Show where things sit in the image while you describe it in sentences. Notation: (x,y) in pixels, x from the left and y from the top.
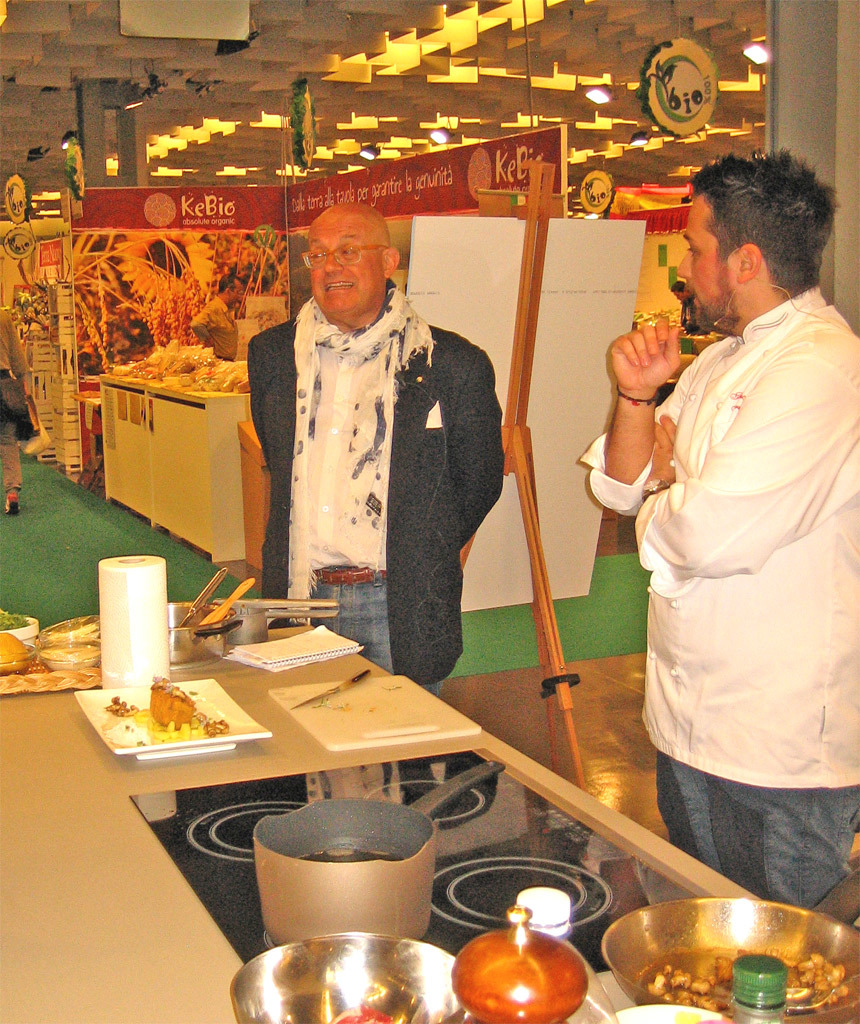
In the image we can see two men (489,482) standing, wearing clothes (762,553) and in front of them there is a table (42,820). On the table (39,839) we can see the plate (122,740), chopping board (320,718), knife (340,691), tissue roll (146,591), container (319,830), bowl (433,971) and other things (48,655). Here we can see poster (149,278), floor (131,515), board (509,329) and lights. We can even see a woman (18,409) walking and wearing clothes (8,354).
